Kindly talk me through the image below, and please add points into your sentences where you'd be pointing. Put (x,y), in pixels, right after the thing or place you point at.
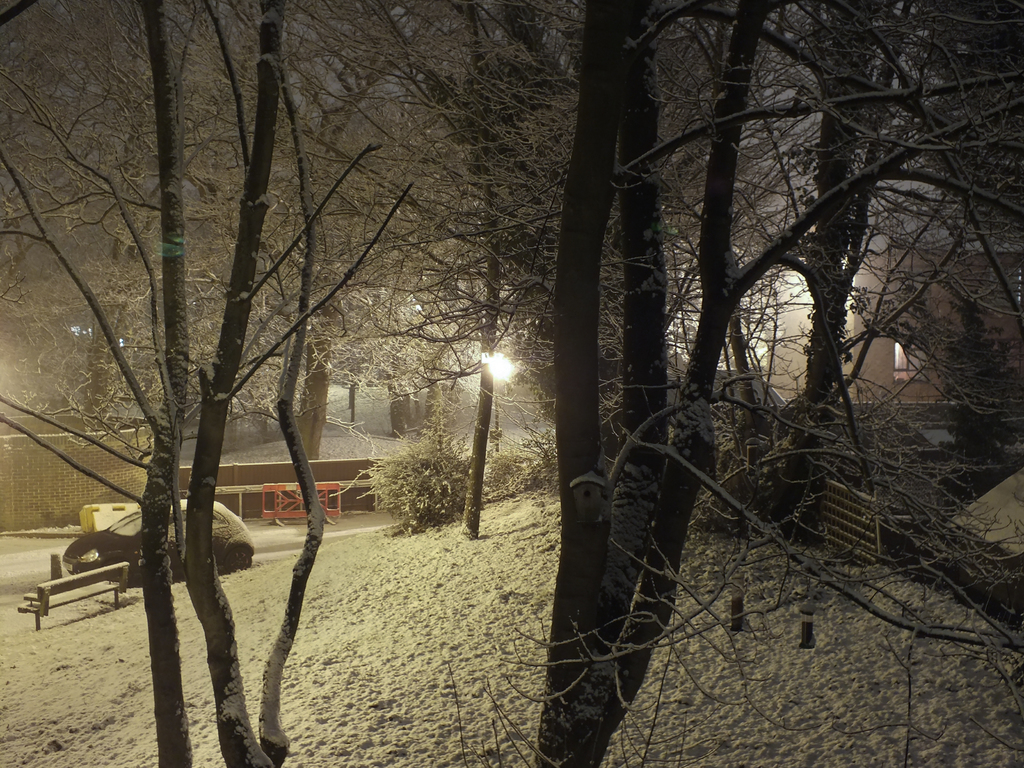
At the bottom of the image (369,678) I can see the snow (387,704). Here I can see many trees (542,370). On the left side (115,552) there is a car (131,534) and a bench (69,588). In the background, I can see a building (862,369). The trees (705,414), bench (121,572), car (110,546) and everything covered with the snow (112,667).
